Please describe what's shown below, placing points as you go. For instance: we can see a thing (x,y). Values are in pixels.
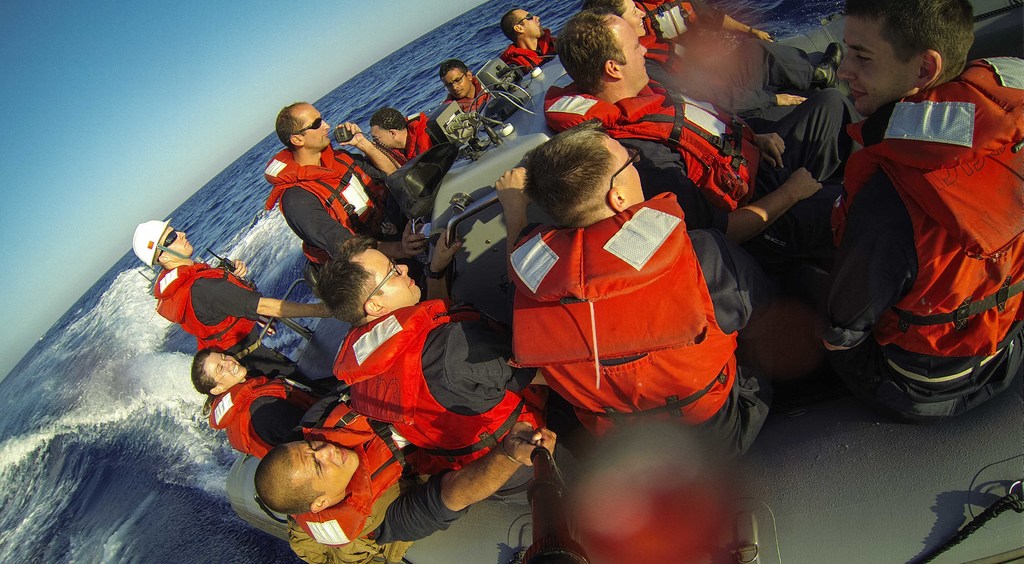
In this image, we can see some persons (329,487) wearing life jackets (941,154) and sitting on the boat (802,440) which is floating on the water (214,193). There is a sky (90,78) in the top left of the image (75,53).
